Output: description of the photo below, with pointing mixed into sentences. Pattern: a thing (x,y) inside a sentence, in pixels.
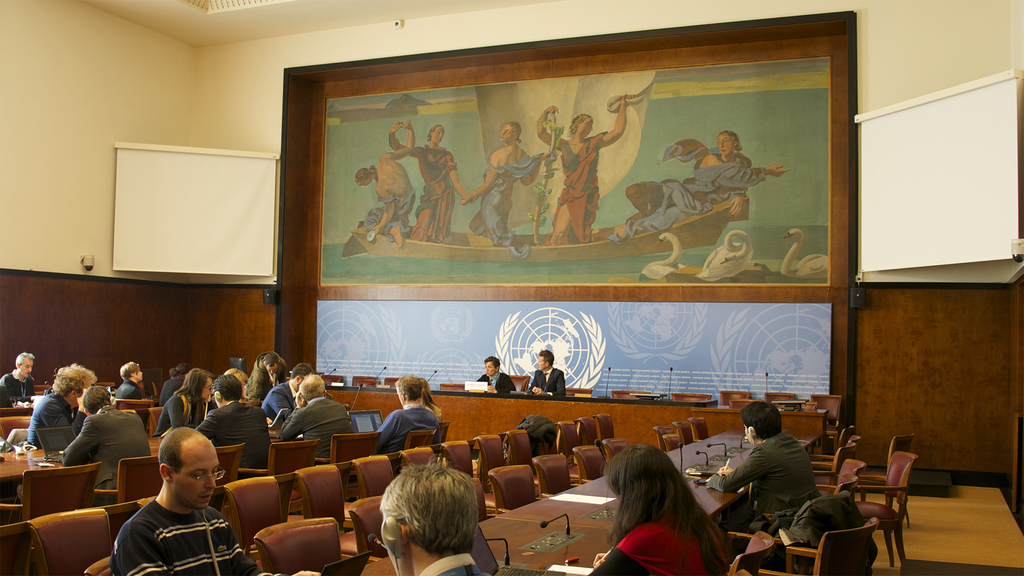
In this image there are group of persons (460,475) who are sitting on the chairs (572,466) and in front of them there are microphones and at the middle of the image (542,377) there are two persons (498,381) who are sitting on the stage (549,401) and at the top of the image (389,191) there is a painting (472,196) and projector sheet (940,191).
